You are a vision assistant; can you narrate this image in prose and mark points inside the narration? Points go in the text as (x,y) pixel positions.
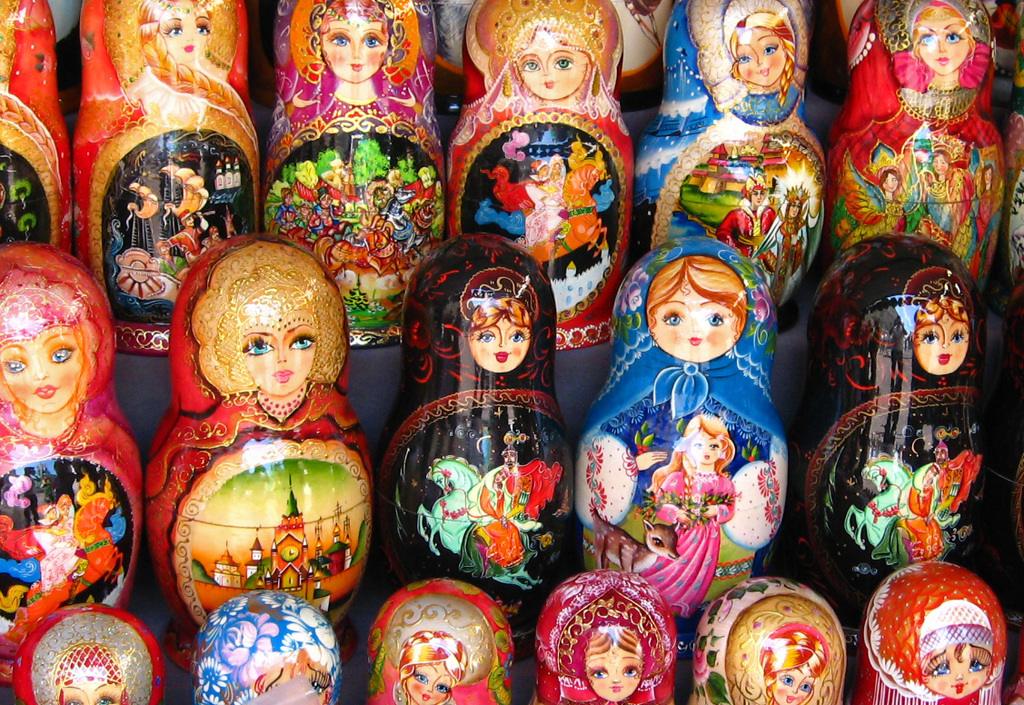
Here we can see number of dolls (375,190) present on the table (394,402) over there.
